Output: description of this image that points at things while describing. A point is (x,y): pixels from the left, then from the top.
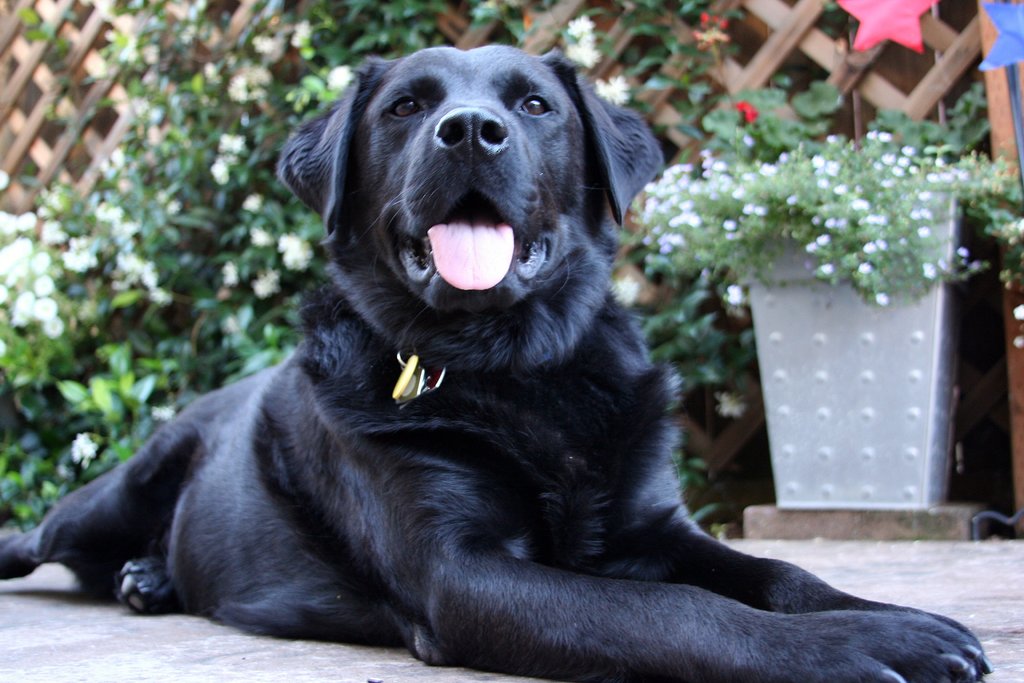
In this picture I can see there is a black color dog (403,451) lying on the floor (138,652) and it has a belt (417,388) in its neck (548,365). In the backdrop (823,202), there are few plants (187,247) with white flowers (127,260), a wooden fence (804,42) and few decorations (896,14).
